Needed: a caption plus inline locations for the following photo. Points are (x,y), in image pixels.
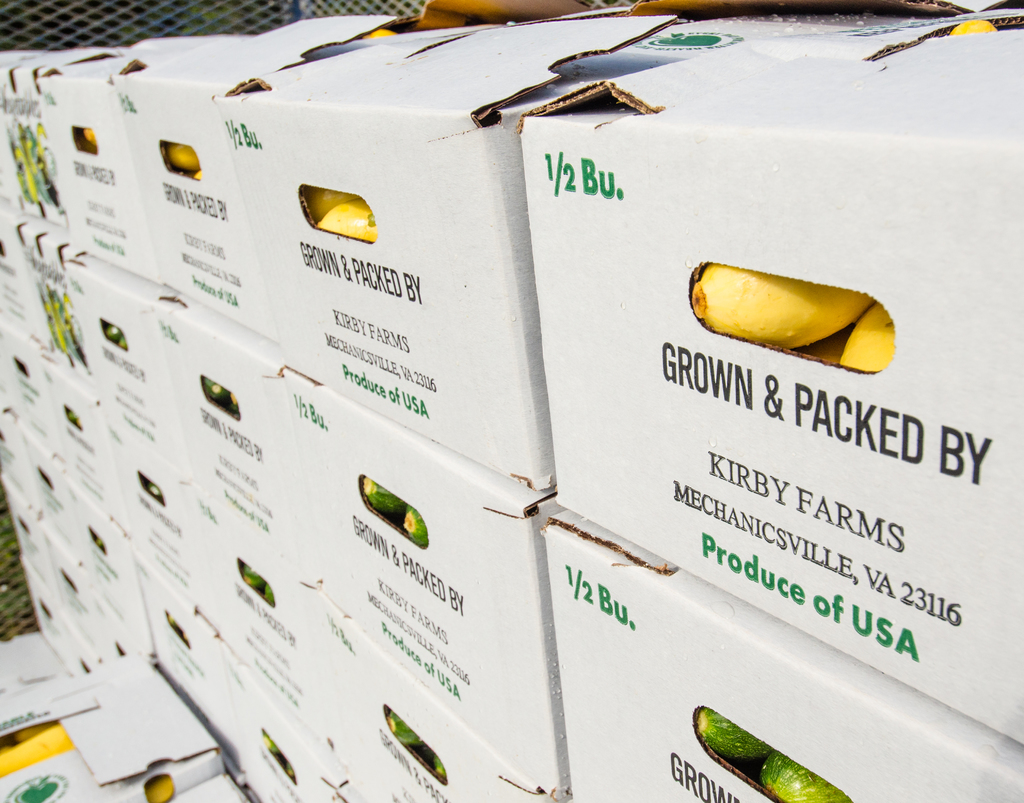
In this image, we can see boxes (374,213) and in the background (193,18), there is a mesh (74,20).
